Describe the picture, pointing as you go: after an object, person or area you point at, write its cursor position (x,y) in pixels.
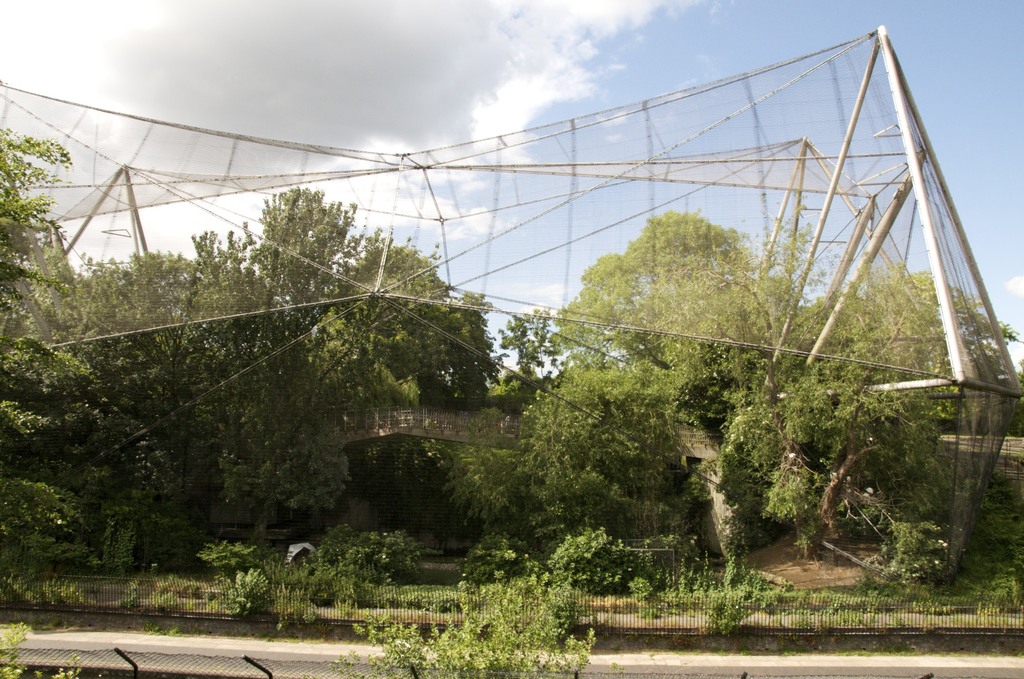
In this picture we can see the road (856,660), fences (297,664), plants (513,580), trees (218,451), mesh (249,492) and some objects (869,254) and in the background (507,254) we can see the sky (594,72) with clouds (587,68).
